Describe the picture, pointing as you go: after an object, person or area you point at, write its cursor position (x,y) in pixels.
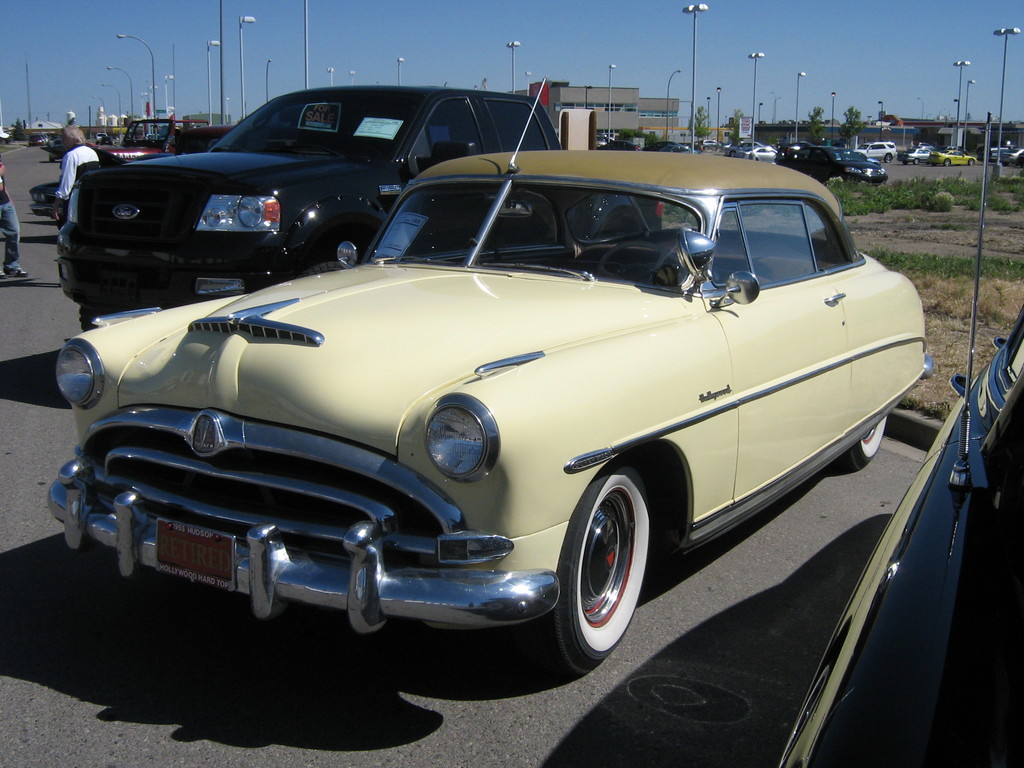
In this image I can see a road (29,176) in the front (80,352) and on it I can see few vehicles (381,326). In the background (211,95) I can see number of poles (223,87), number of lights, grass (910,188), few more vehicles (834,169), few trees (700,132), few buildings (561,102) and the sky (371,52). On the left side of this image (15,215) I can see few people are standing.
